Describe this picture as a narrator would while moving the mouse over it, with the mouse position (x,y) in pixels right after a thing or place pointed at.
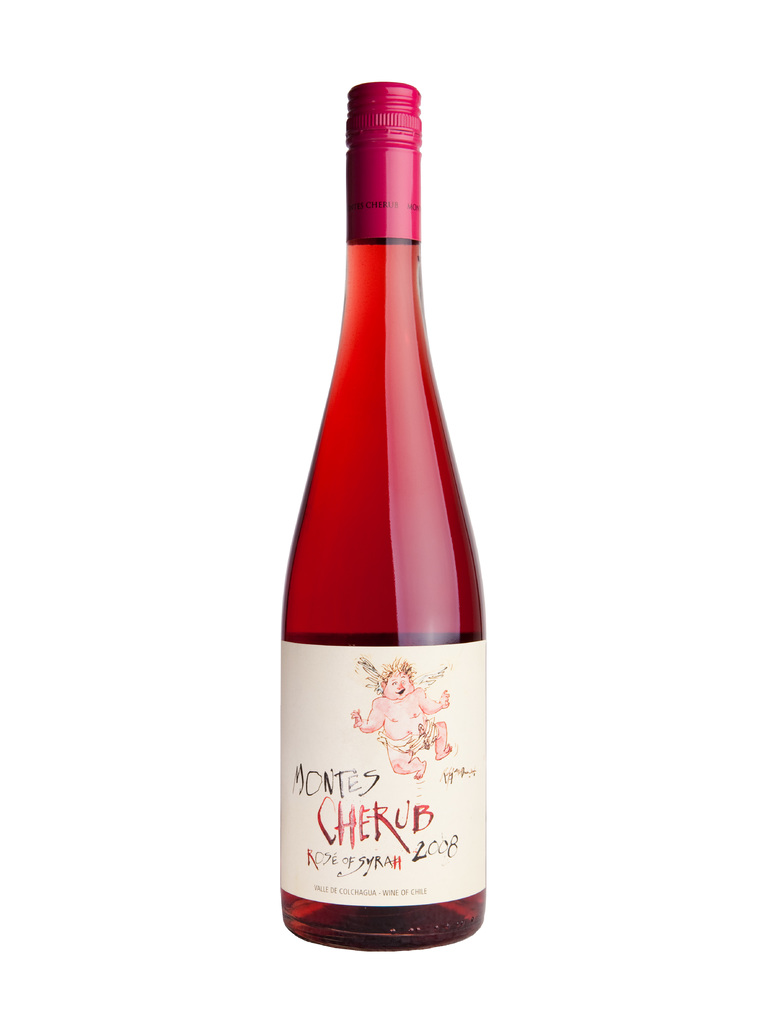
In this picture there is a glass bottle (371,526) containing a drink (385,574), which is sealed and the background (628,58) is white in color.
